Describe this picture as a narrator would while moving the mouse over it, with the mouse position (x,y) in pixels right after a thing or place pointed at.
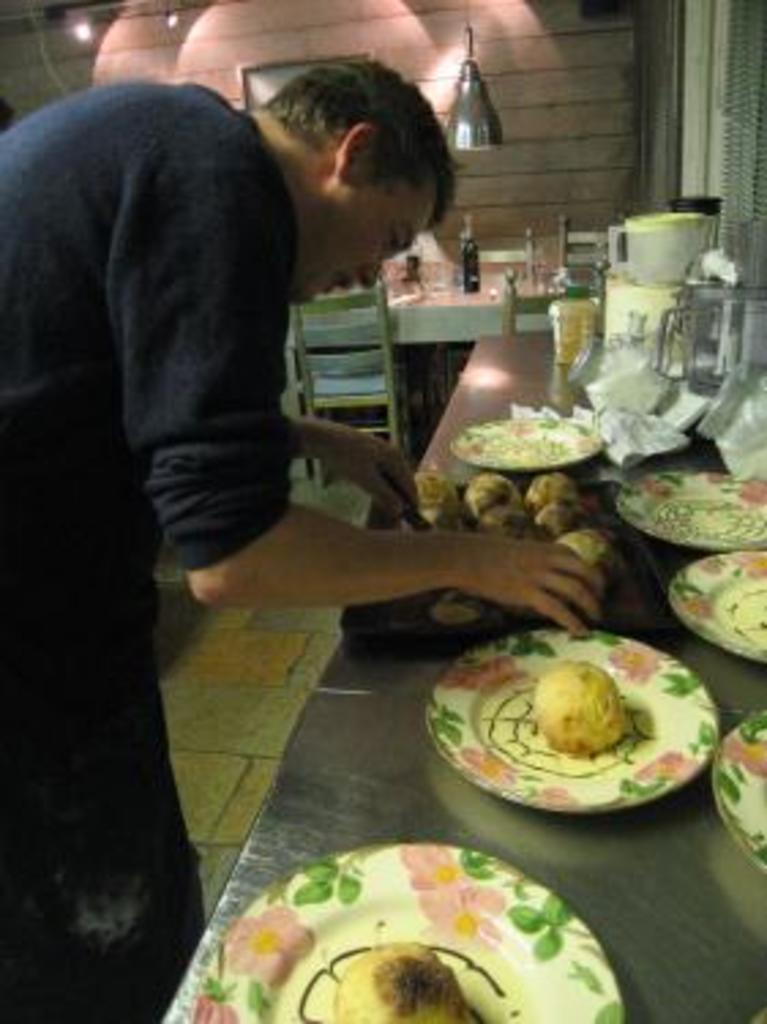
In this picture there is a person (40,984) standing and holding the tray (526,608). There is food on the plates (706,480) and in the tray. At the back (646,394) there are objects (530,251) on the table (453,313). At the top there is a light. There is a frame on the wall (231,93).
